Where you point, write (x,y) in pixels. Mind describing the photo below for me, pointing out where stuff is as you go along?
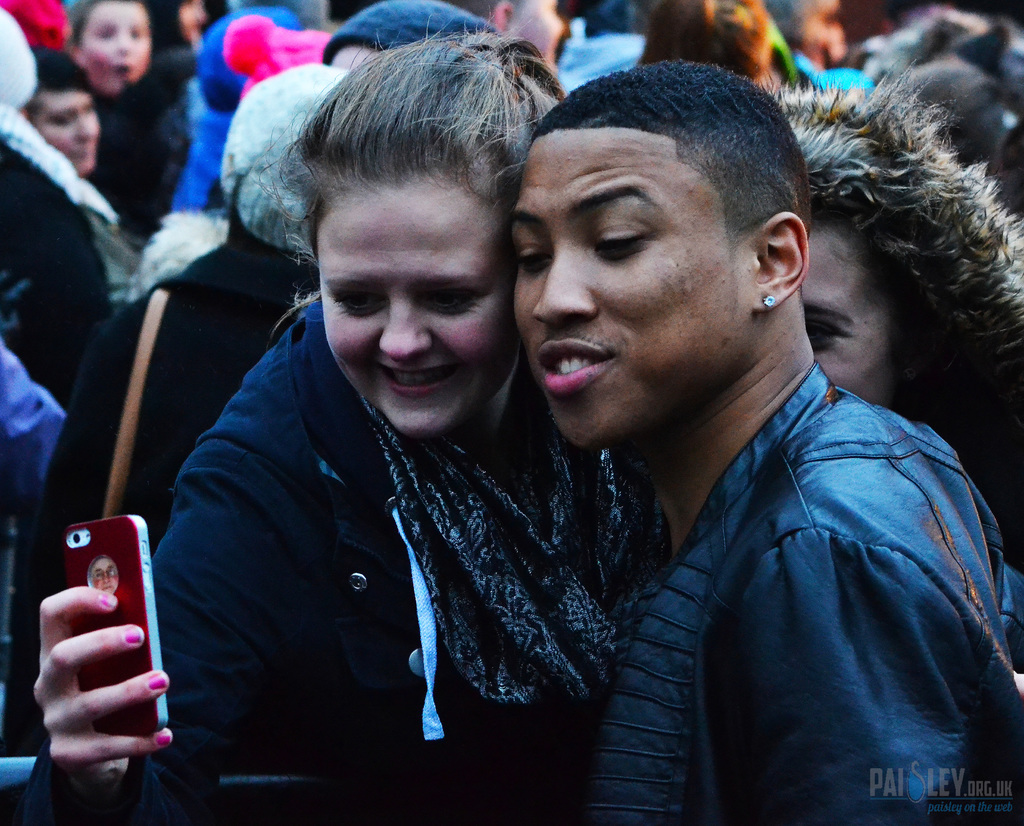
In this image there are many people (762,131). In the middle of the image (647,520) a woman (466,705) is standing and taking a selfie in her mobile phone (153,591). In the right side of the image (881,157) two people (616,779) are standing. At the background (658,45) there are many people (392,11).
